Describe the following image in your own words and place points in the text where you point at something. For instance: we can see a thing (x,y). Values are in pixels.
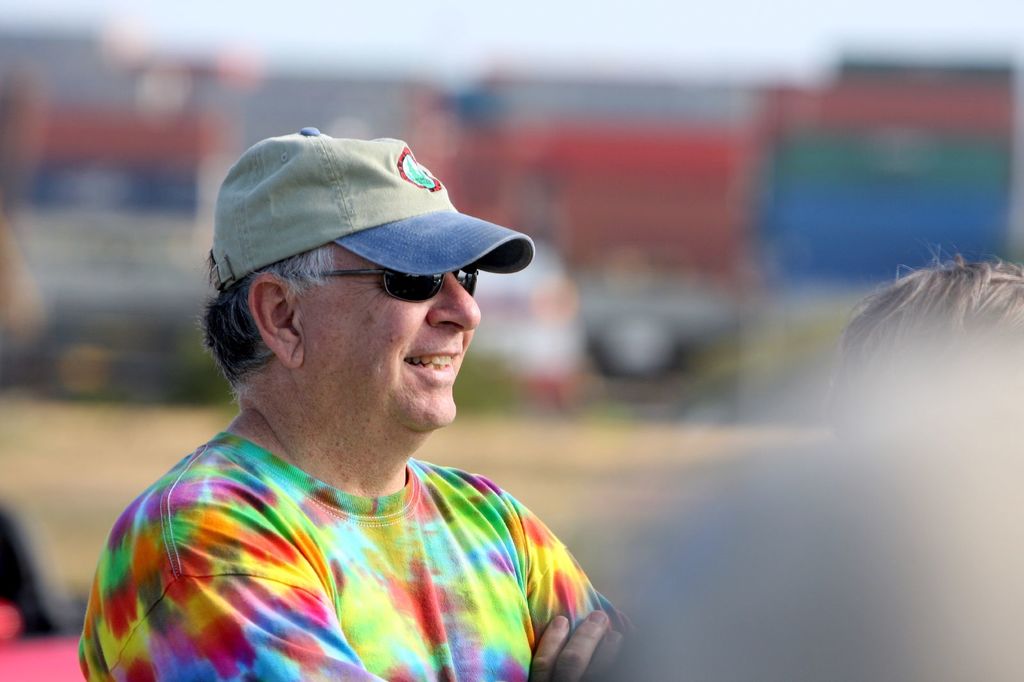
In the center of the image (347,328) a man (336,524) is wearing hat (413,250) and goggles (426,283). In the background (494,279) the image is blur. In the center of the image (639,430) ground (615,421) is there.
